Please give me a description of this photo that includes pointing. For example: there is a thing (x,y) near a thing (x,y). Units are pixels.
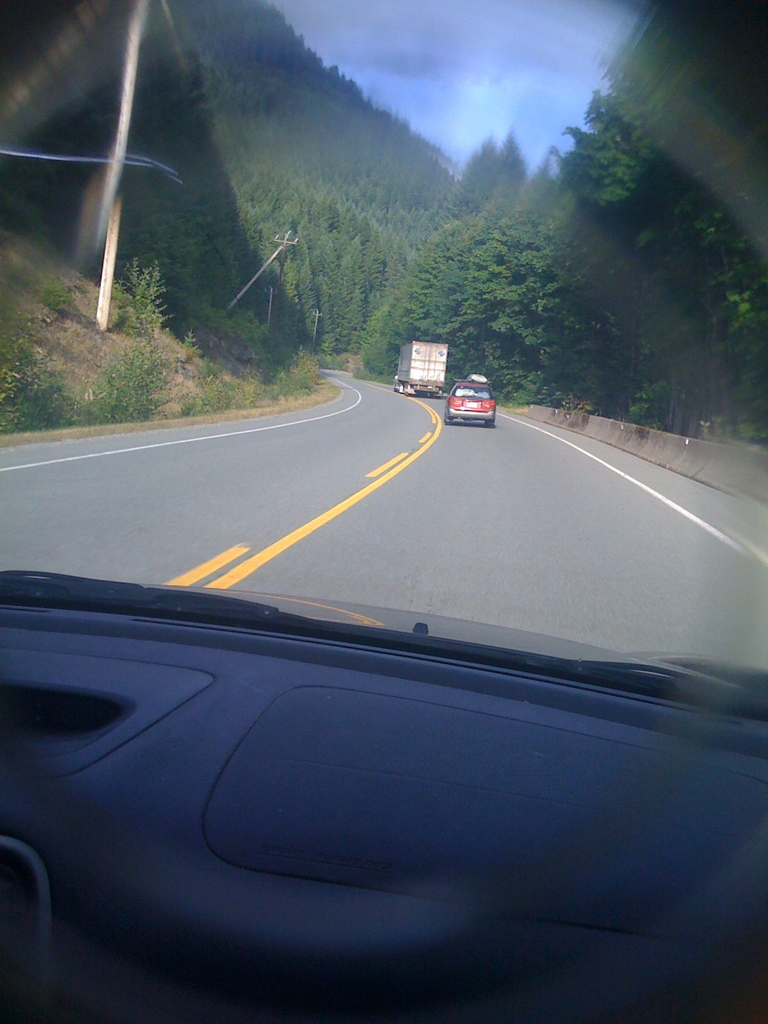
In this picture there is view from the inside of a car (145,729). In the front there is a road (440,403) on which one red color car (475,395) and white truck (440,383) is moving on the road (369,398). Behind there are huge trees (258,304) around the road (362,389).
